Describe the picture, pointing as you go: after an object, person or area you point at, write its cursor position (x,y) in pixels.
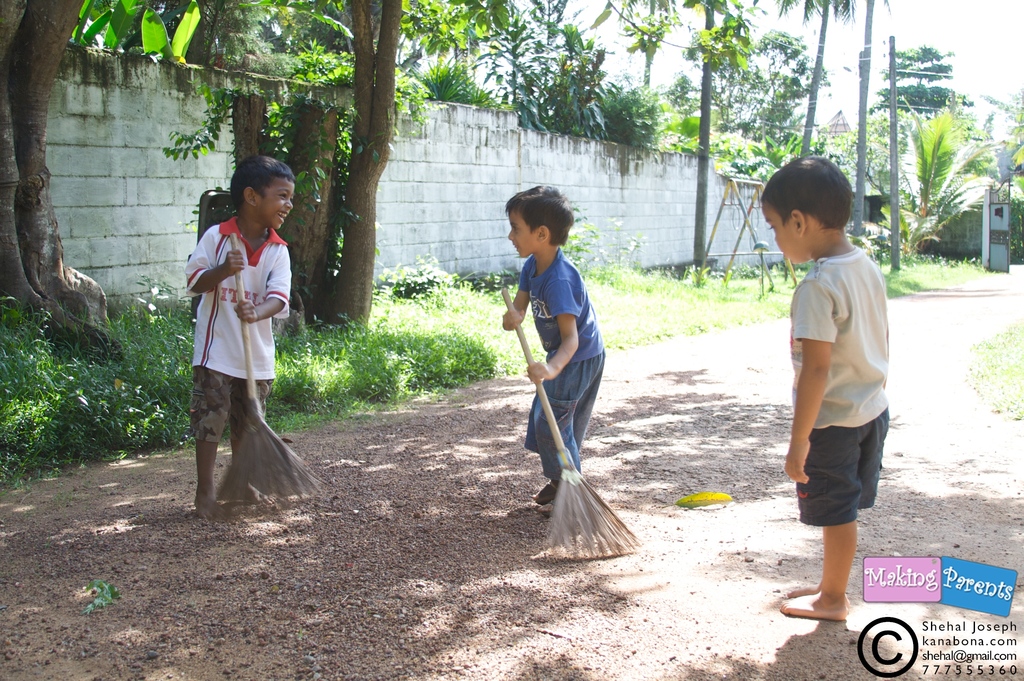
In this image I can see three children (272,287) wearing t shirt (574,304) and shorts (843,490) are standing on the road (763,514) and I can see two of them are holding sticks (509,303) in their hands (519,317) and cleaning the road (489,528). In the background (458,360) I can see some grass (421,319), few trees (369,233), the wall (493,148), few poles (860,86) and the sky (974,38).
